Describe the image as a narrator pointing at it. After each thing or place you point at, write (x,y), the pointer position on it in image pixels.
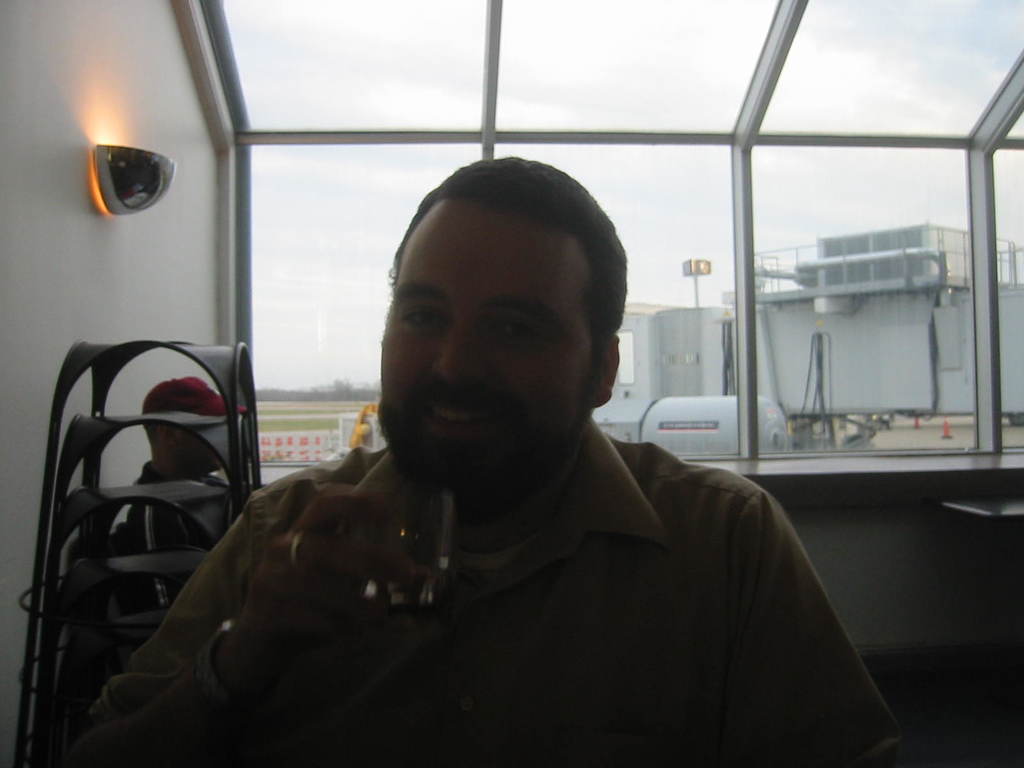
In front of the image there is a person (570,452) holding the glass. Behind him there is some object (108,567). There is a person (156,499) sitting on the chair (90,568). On the left side of the image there is a light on the wall (96,225). In the background of the image (212,98) there are glass windows (774,285) through which we can see buildings (964,368), trees (361,398) and a few other objects (668,409). At the top of the image (598,47) there is sky (615,33).
